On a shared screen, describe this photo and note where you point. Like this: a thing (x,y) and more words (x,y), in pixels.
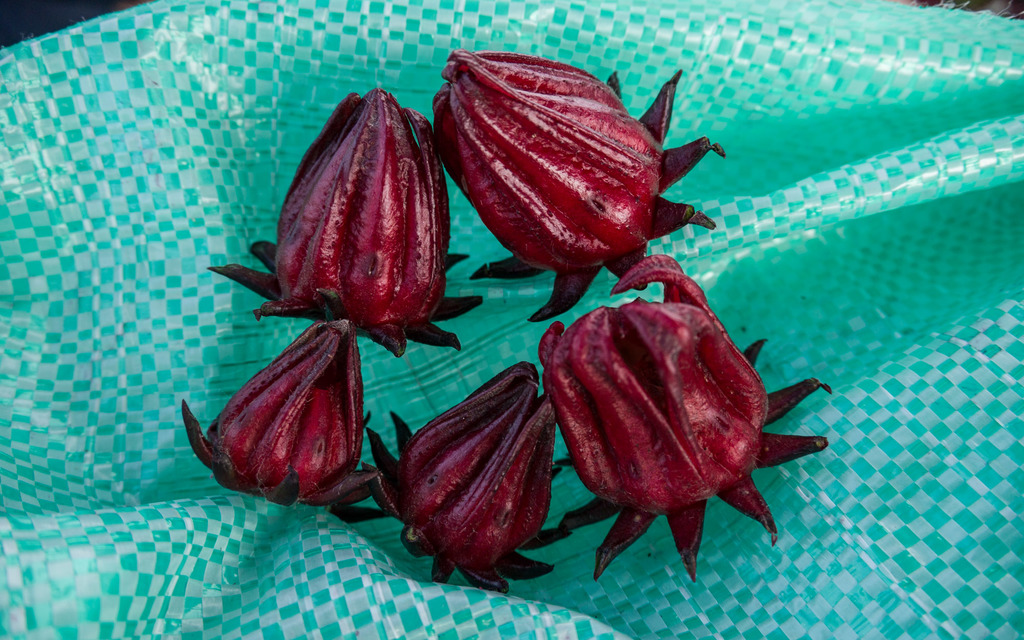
In this image there are few flowers (498,383) on the cover (128,539).
